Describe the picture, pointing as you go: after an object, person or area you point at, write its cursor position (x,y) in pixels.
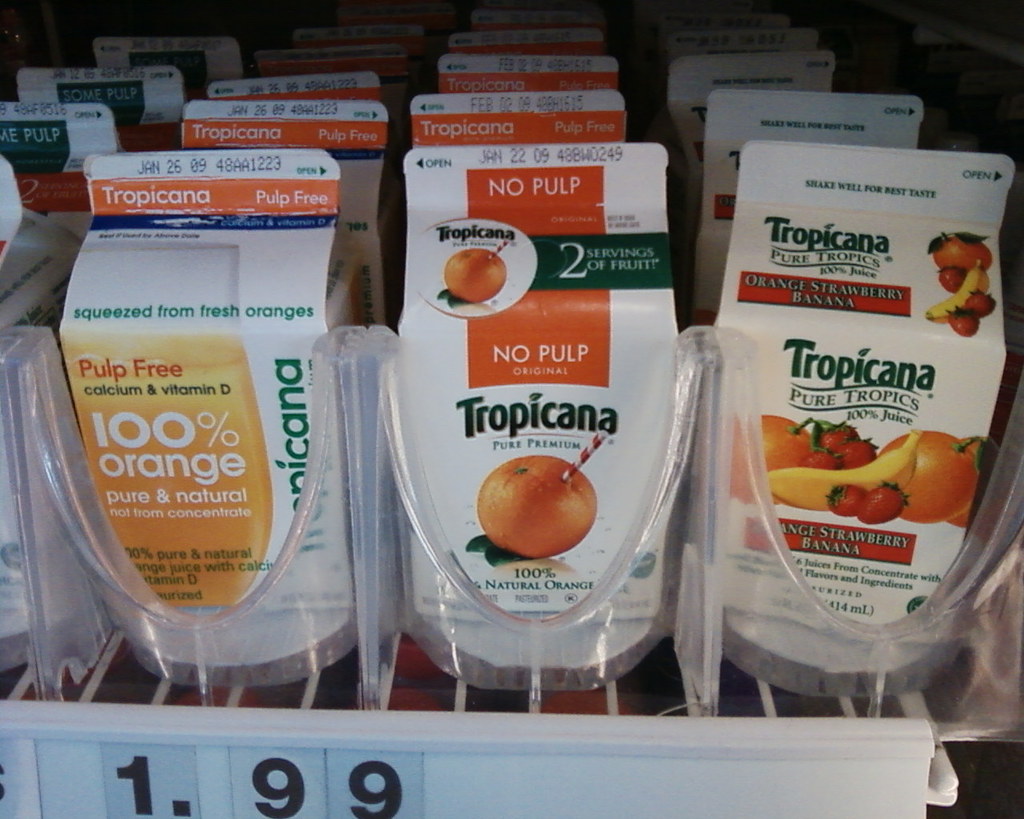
In this picture we can see many Tropicana juice cartons (538,457) in the display (437,733) with price card (164,768).
